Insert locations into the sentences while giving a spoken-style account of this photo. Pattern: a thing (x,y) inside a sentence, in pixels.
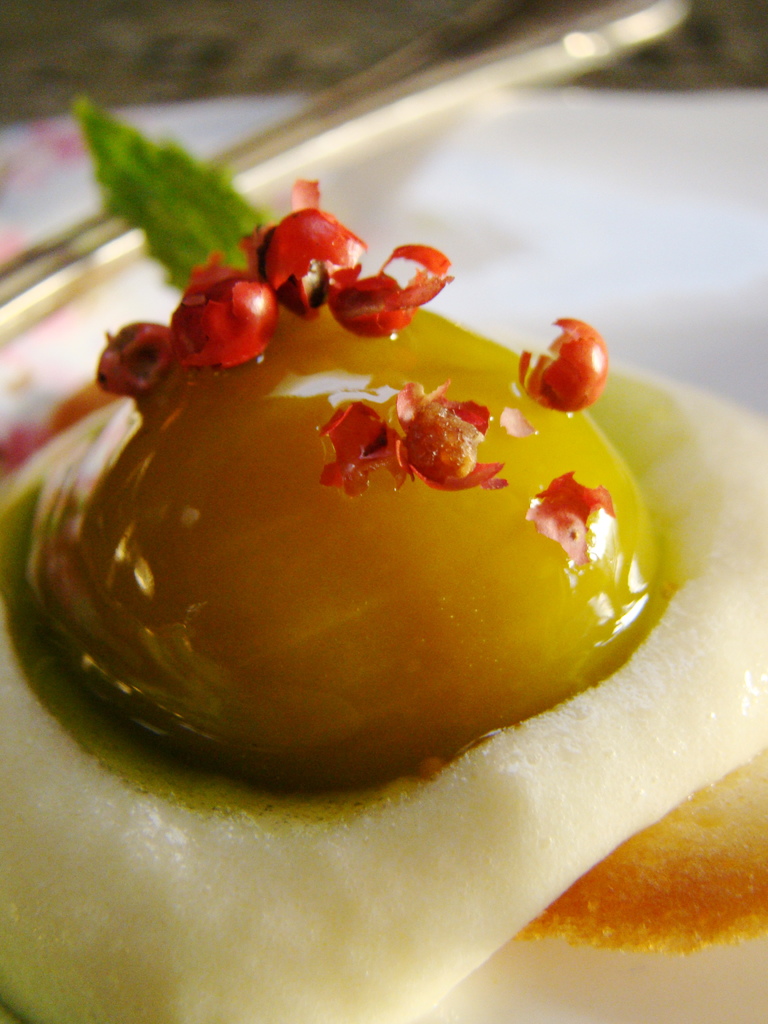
In this image we can see a dessert (371,295) and spoon (463,101) placed on the serving plate (530,165).
